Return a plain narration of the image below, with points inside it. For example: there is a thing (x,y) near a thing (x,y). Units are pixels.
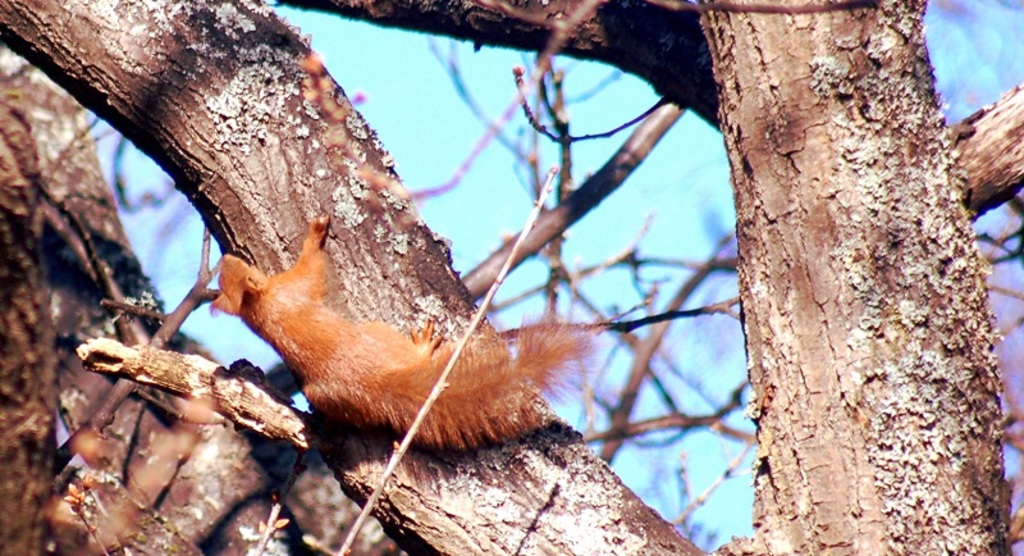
In this image we can see a squirrel (288,326) on the tree (411,196). In the background (427,138) there is sky (427,138).
